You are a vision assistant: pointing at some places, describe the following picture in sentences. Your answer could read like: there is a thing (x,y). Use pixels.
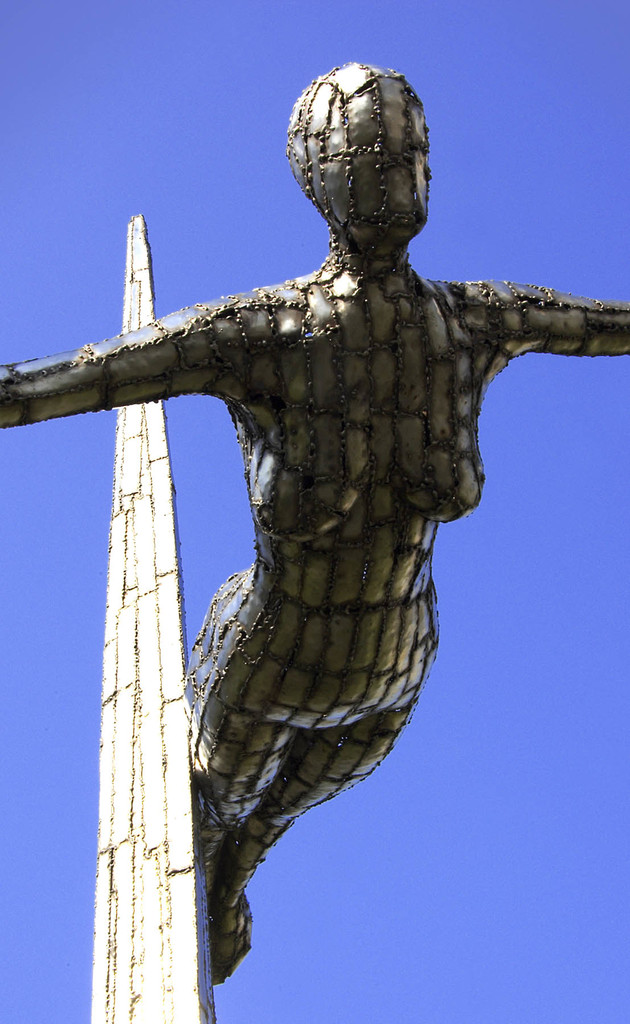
Sky (525,481) is in blue color. Here we can see a statue (343,604).
